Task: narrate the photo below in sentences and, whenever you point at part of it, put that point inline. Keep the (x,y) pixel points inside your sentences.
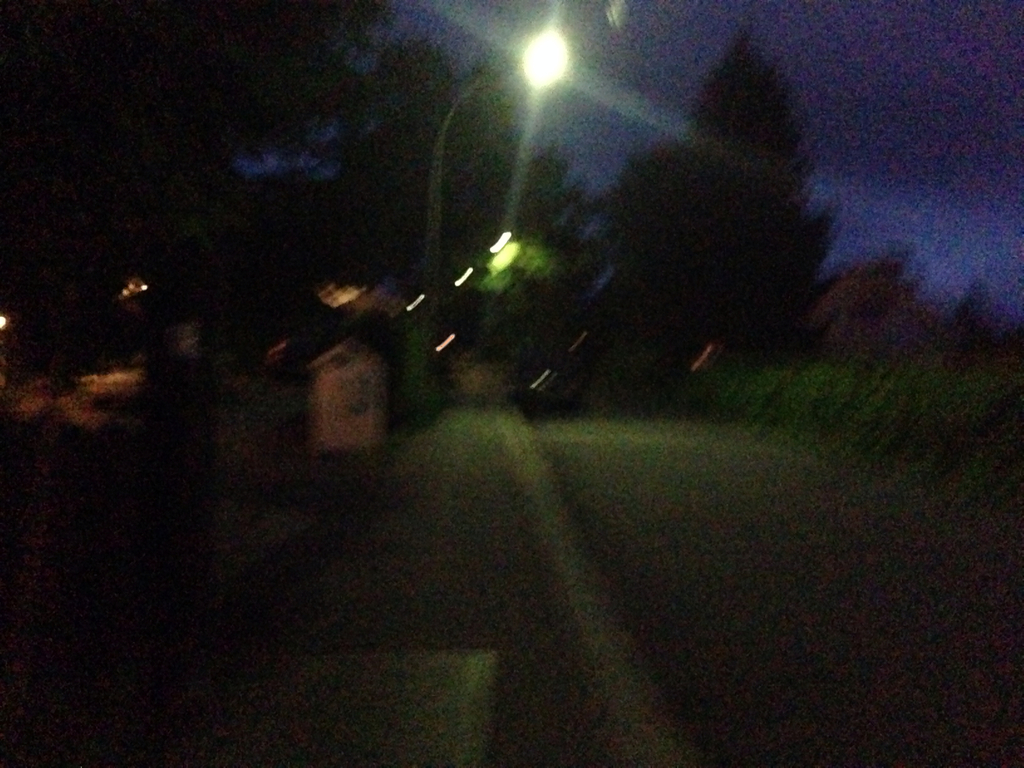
In this picture there is a street light (433,208) and there are trees (573,199) in the background (601,244).
